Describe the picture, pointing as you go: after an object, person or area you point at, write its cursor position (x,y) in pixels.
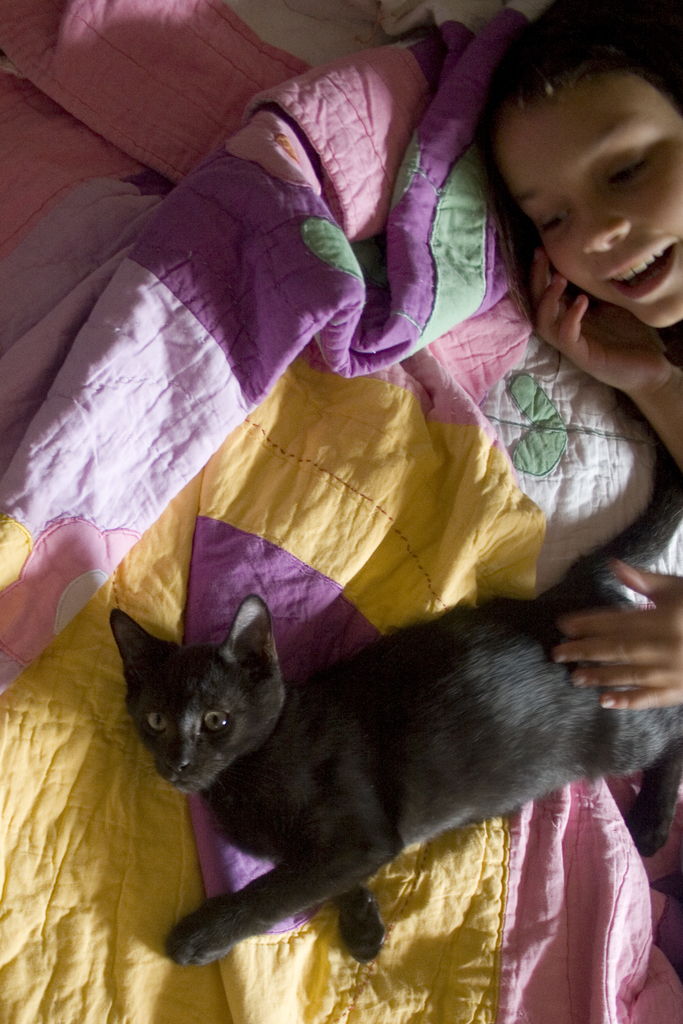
In this picture there is a girl (646,250) lying on the bed (224,1008) and there is a black cat (389,799) lying on the bed (221,1021).
